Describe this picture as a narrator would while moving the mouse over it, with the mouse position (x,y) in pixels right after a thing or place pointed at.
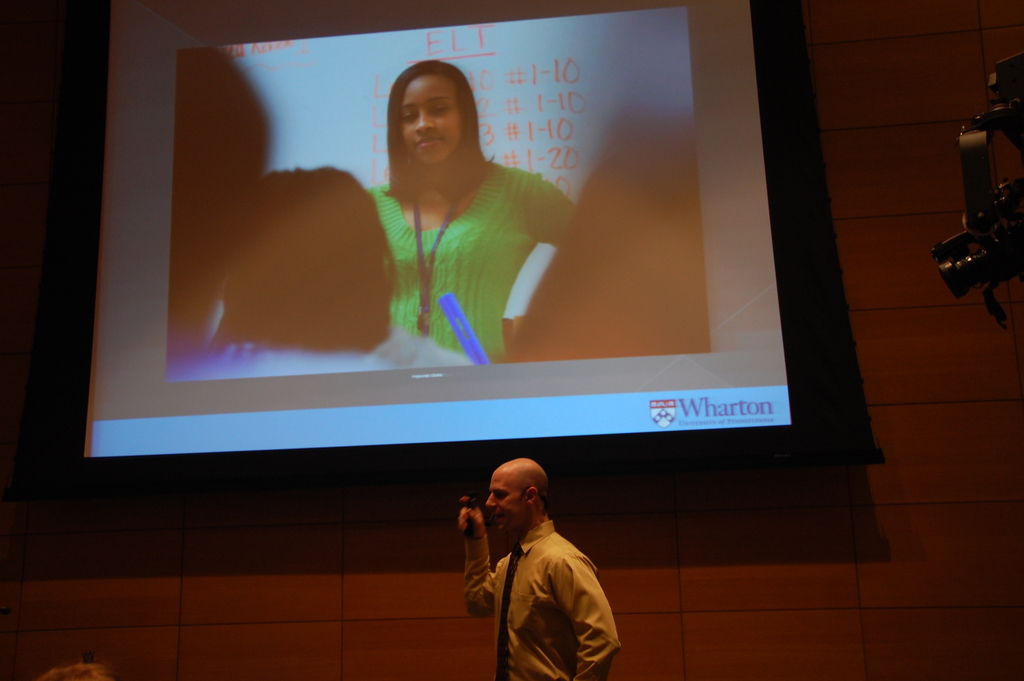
At the bottom of the image (582,575) we can see a man (550,646) standing and talking. On the right (1013,258) there is a camera (997,258). In the center (481,408) we can see a screen (281,484). In the background (896,99) there is a wall (889,543).
